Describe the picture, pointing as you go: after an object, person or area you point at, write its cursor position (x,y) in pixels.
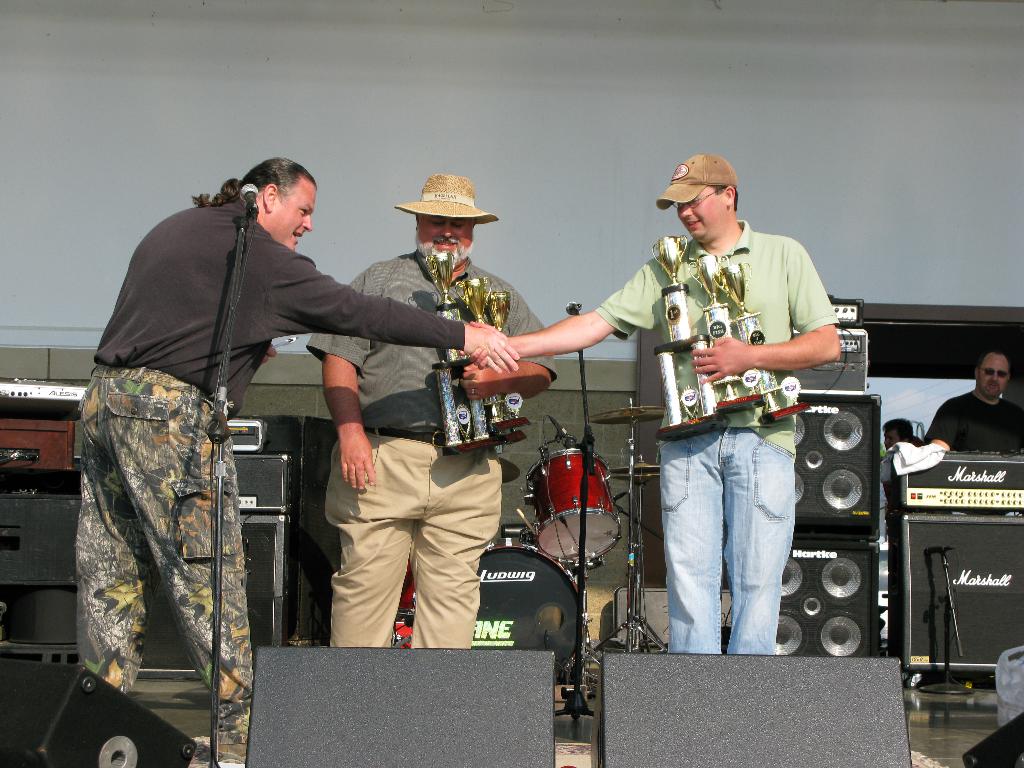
In this picture there is a man (349,629) standing and holding the trophy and there is a man (734,542) with green t-shirt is standing and holding the trophy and he is holding the hand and there is an another man (227,715) standing and holding the hand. At the back (159,634) there are musical instruments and speakers (962,526). On the right side of the image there is a person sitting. In the foreground (636,744) there are speakers (702,679) and microphones (584,438). At the back (606,568) there is a wall (19,361).
